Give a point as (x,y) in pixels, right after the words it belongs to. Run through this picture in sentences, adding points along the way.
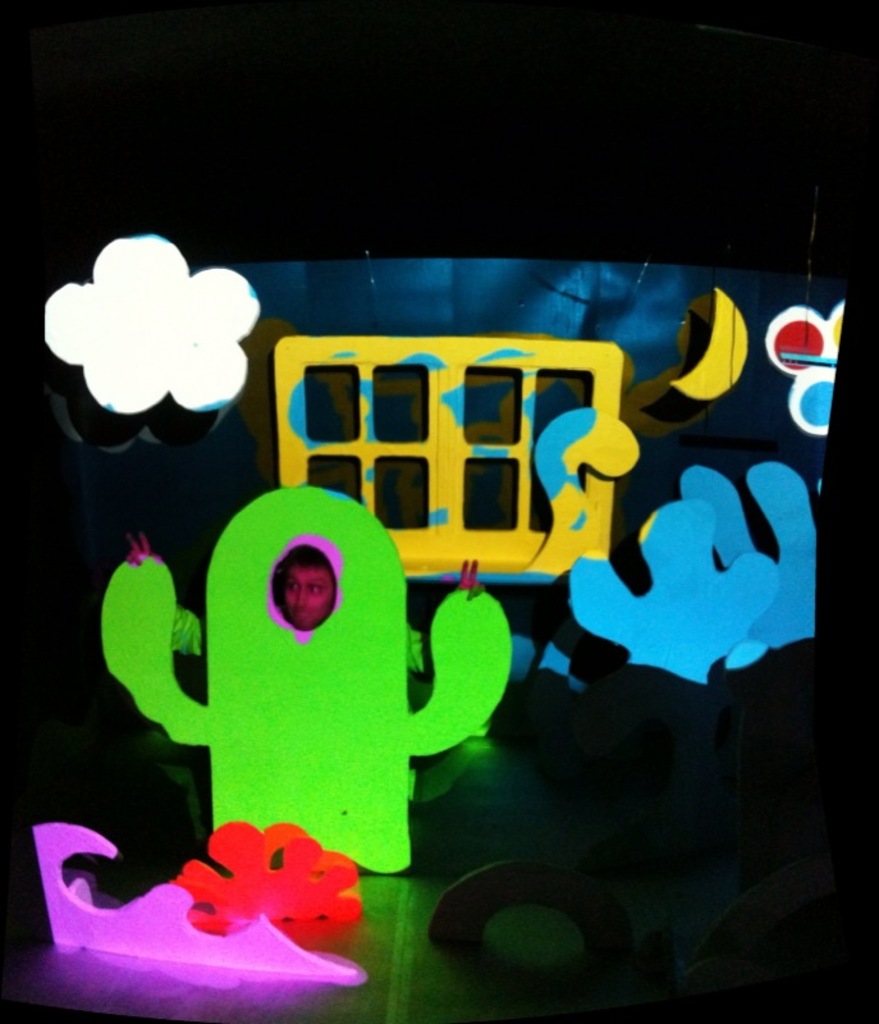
In the image there is a man (292,558) wearing a cactus plant dress (278,708) and behind there is decoration (351,337) on the stage (49,954), the background (427,169) is dark.
